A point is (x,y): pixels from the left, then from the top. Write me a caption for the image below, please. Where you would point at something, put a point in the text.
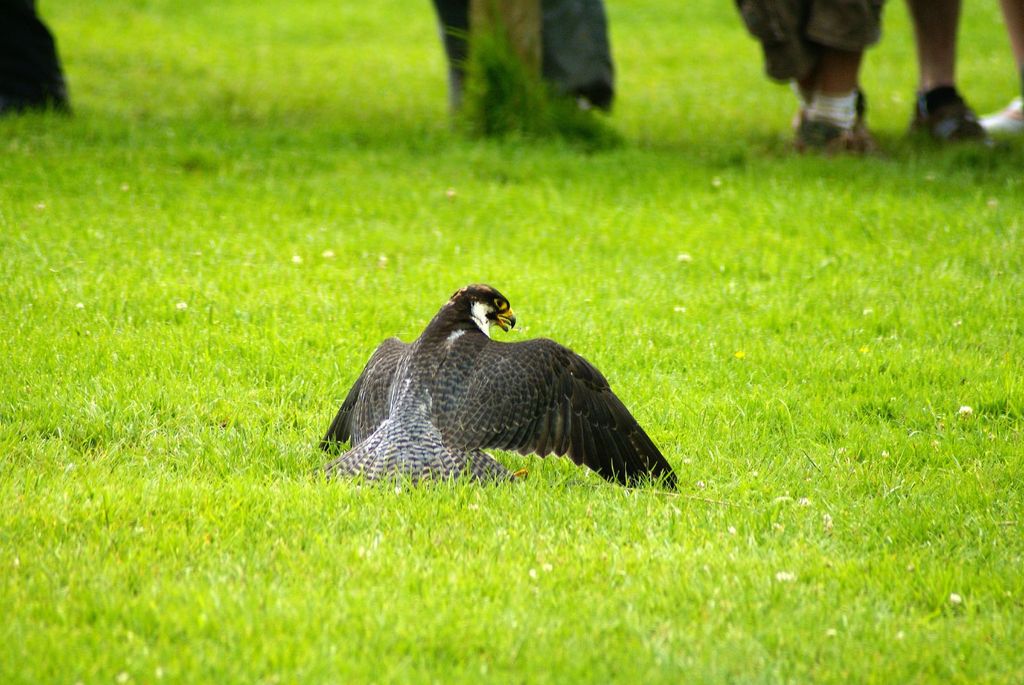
In the center of the picture (466,289) there is a falcon (550,447). In the picture there is grass (383,258). At the top (933,51) there are persons legs (552,57) and a pole (526,39).
